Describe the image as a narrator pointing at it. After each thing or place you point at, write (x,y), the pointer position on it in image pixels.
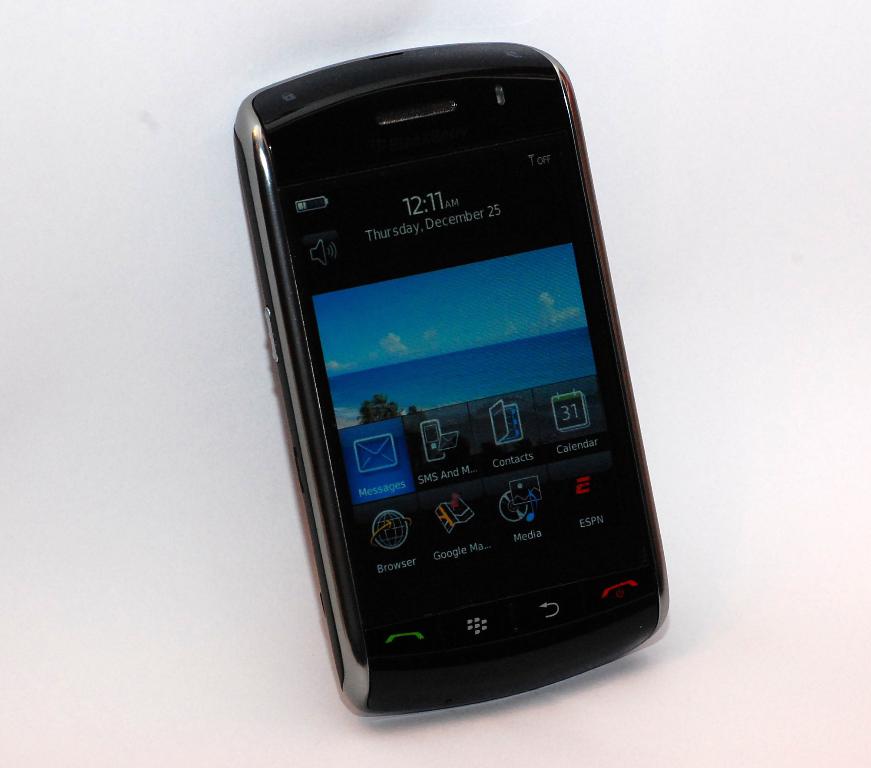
In this picture I can see in the middle (328,416) there is a mobile phone (448,396) in black color.
